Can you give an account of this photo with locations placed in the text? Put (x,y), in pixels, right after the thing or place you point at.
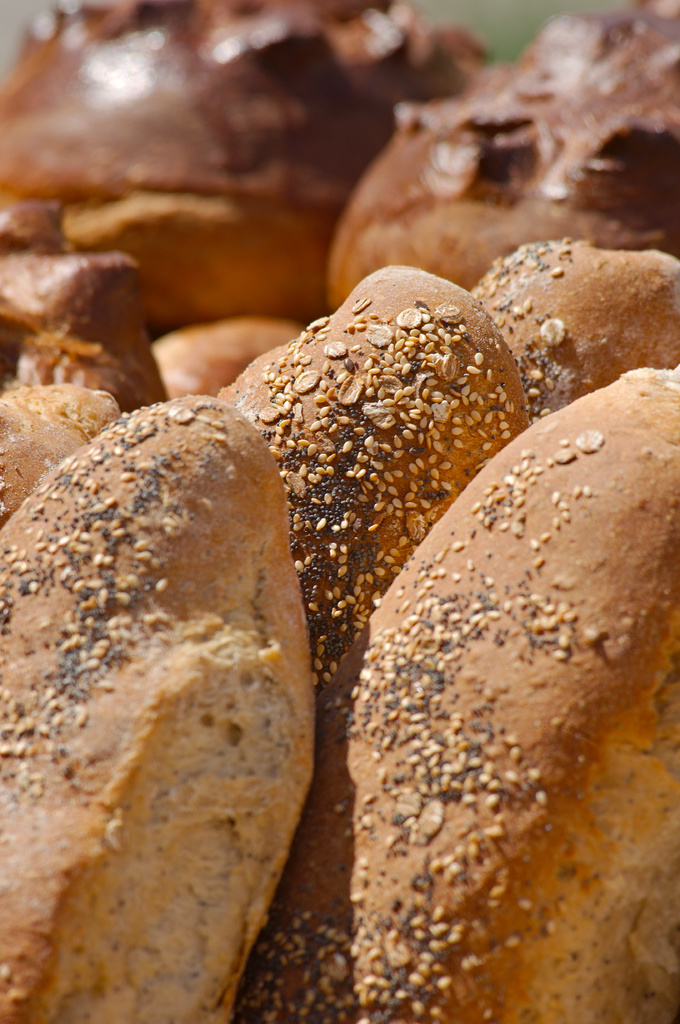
In this picture, we see the eatables (348,403) which look like the bread loaves (431,236). This picture is blurred in the background (337,140).
